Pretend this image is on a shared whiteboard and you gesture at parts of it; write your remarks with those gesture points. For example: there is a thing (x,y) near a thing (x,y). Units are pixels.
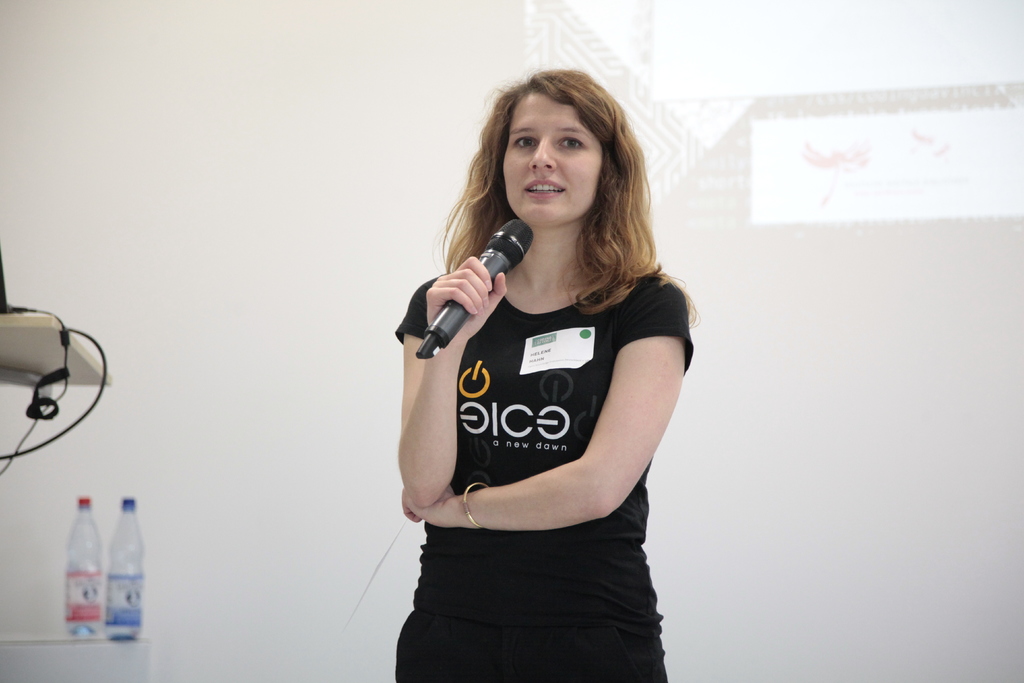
In this picture we can see a woman (622,217) who is holding a mike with her hand (504,274). There are bottles (119,550). On the background (716,539) there is a wall (804,377).
